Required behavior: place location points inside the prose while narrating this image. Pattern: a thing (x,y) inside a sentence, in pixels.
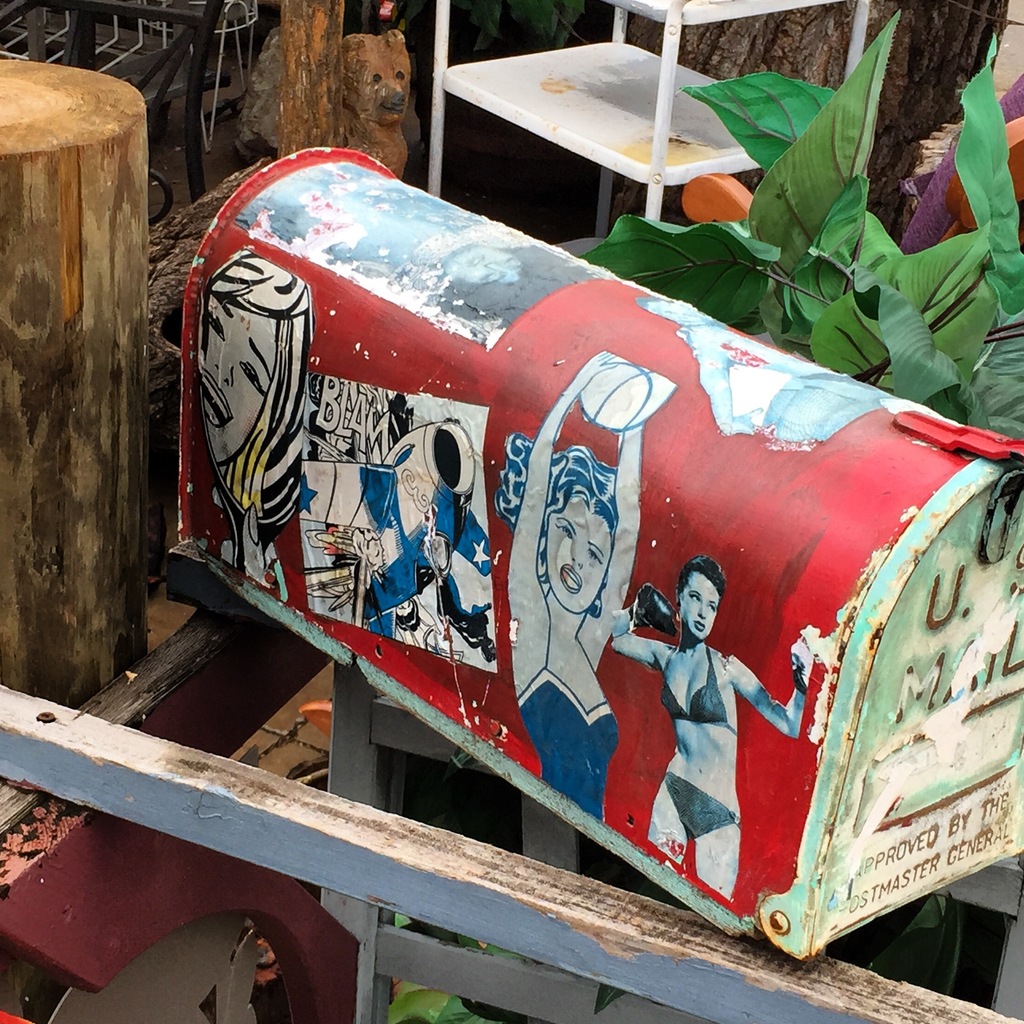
In this picture there is a mail box (656,566) which is placed on an object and there are few images (550,460) on a mail box (575,421) and there is a plant (846,330) beside it and there are some other objects (394,85) in the background (329,82).
